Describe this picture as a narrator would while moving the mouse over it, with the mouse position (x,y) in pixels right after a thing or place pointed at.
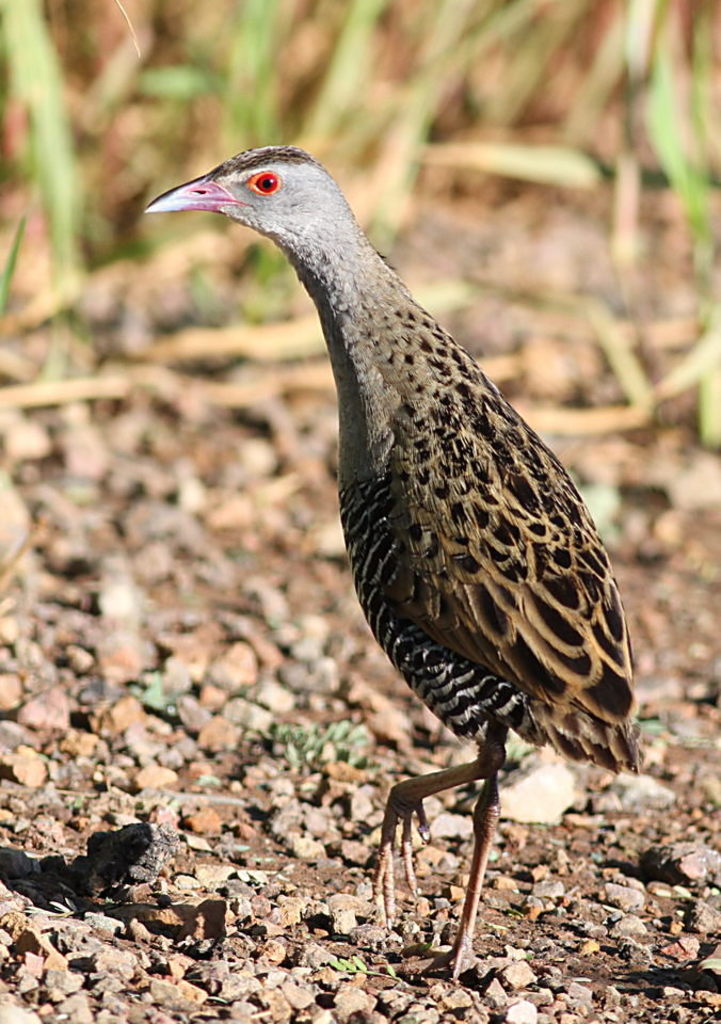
In this picture I can see there is a bird (395,443) and it has brown feathers (511,516) and a beak (204,199), there are stones (264,769) on the floor (503,921). In the backdrop (453,60) it looks like there is grass (443,141).
